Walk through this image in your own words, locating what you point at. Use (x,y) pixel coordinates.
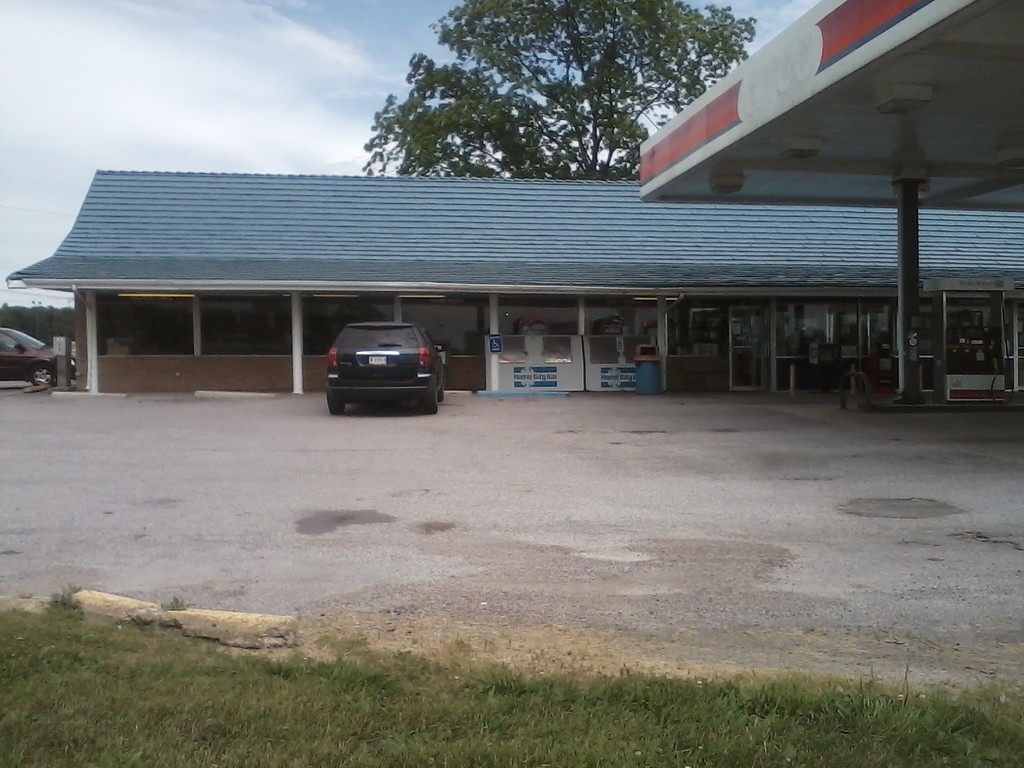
In this image we can see two vehicles (27,370) parked on the ground (401,438). To the right side of the image (979,368) we can see a shed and a machine (948,364) placed on the ground (975,428). In the center of the image (559,320) we can see a building (479,299) with door (754,339), windows (354,312) and a trash bin (646,357) on the ground (645,446). In the background (447,116), we can see a group of trees (442,118) and the cloudy sky (301,79).
